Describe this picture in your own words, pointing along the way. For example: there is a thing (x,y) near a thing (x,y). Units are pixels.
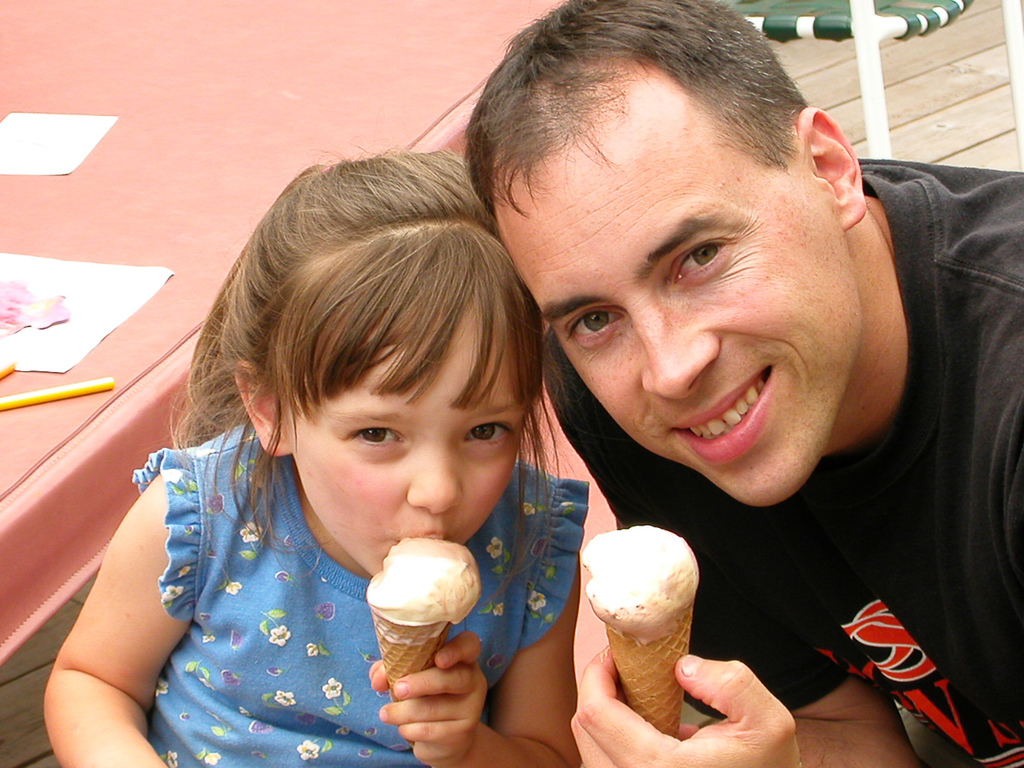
In the picture we can see a man (969,474) and a girl child (131,610) are holding ice creams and the girl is eating an ice cream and beside the girl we can see a table (147,374) with a paper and pen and behind it we can see a wooden floor (958,120).
